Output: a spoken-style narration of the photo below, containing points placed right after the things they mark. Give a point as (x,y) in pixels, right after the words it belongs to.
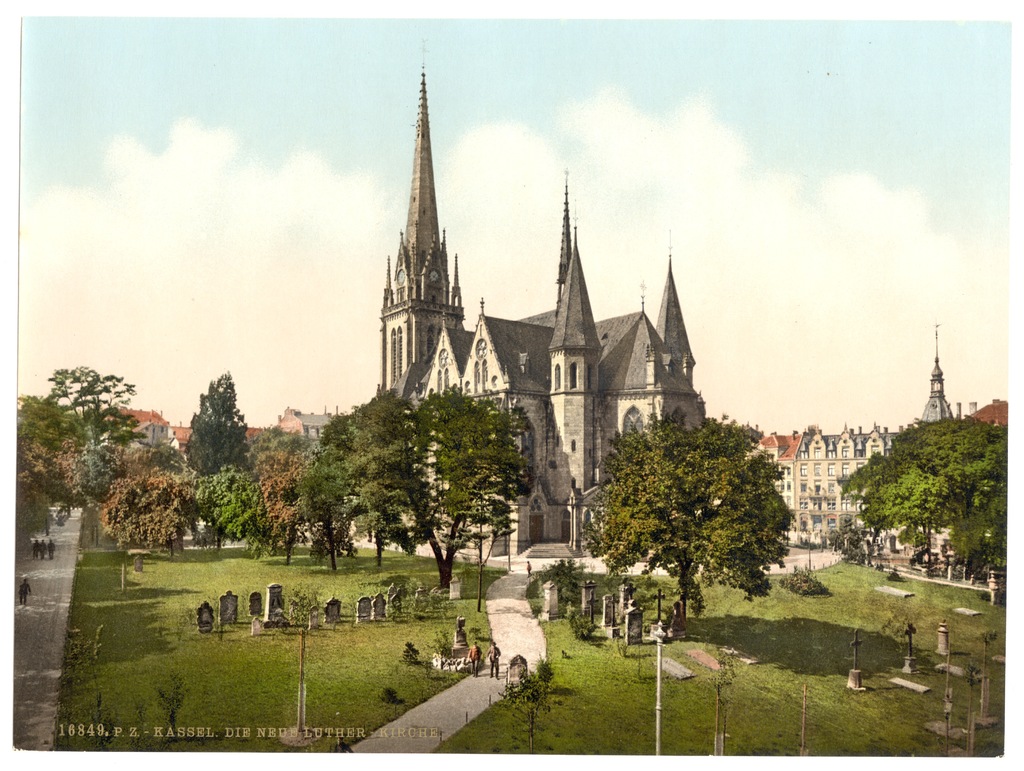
At the bottom (507,719) we can see few persons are standing on the path (485,690) and we can see graveyard (903,626), grass (632,717) on the ground (120,642), trees (128,506) and poles (303,654). In the background (332,443) there are buildings (576,489), roofs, windows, poles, trees (363,432), clouds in the sky (283,322) and on the left side (38,552) there are few persons (29,587) standing on the path (29,618).
